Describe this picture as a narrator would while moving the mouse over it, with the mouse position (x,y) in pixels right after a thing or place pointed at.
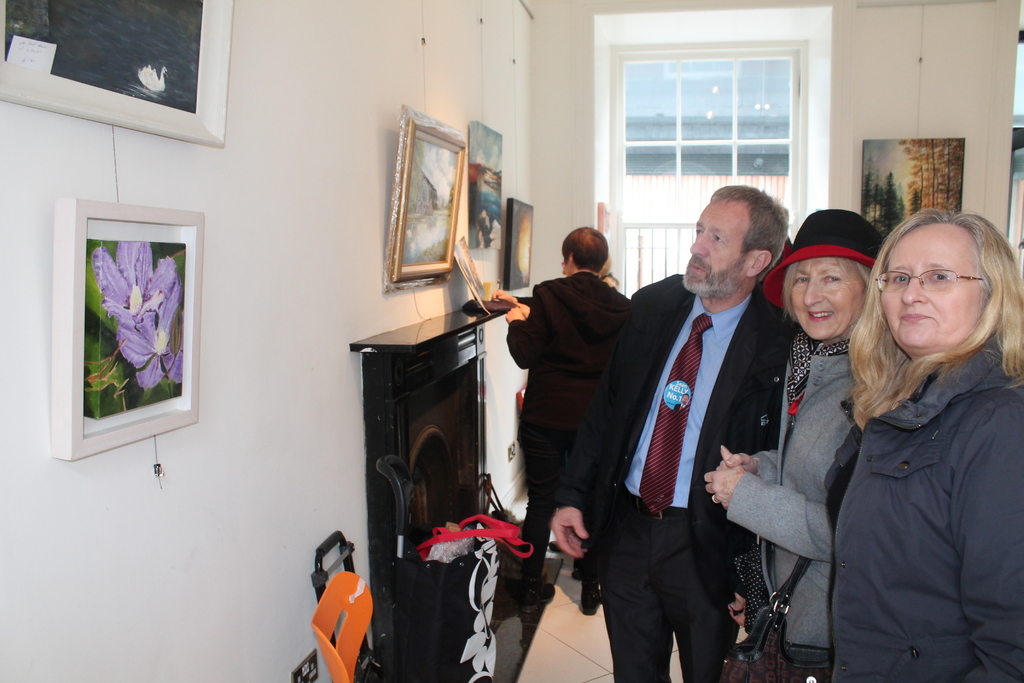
In this image we can see many people (750,443). There is a lady (820,405) wearing hat (824,253) and bag (784,609). Another lady (933,407) is wearing specs (932,285). There are walls (296,122) with photo frames (418,206). And there is a fireplace (434,398). Near to that there are some items (402,560). And there is a window (681,166).
